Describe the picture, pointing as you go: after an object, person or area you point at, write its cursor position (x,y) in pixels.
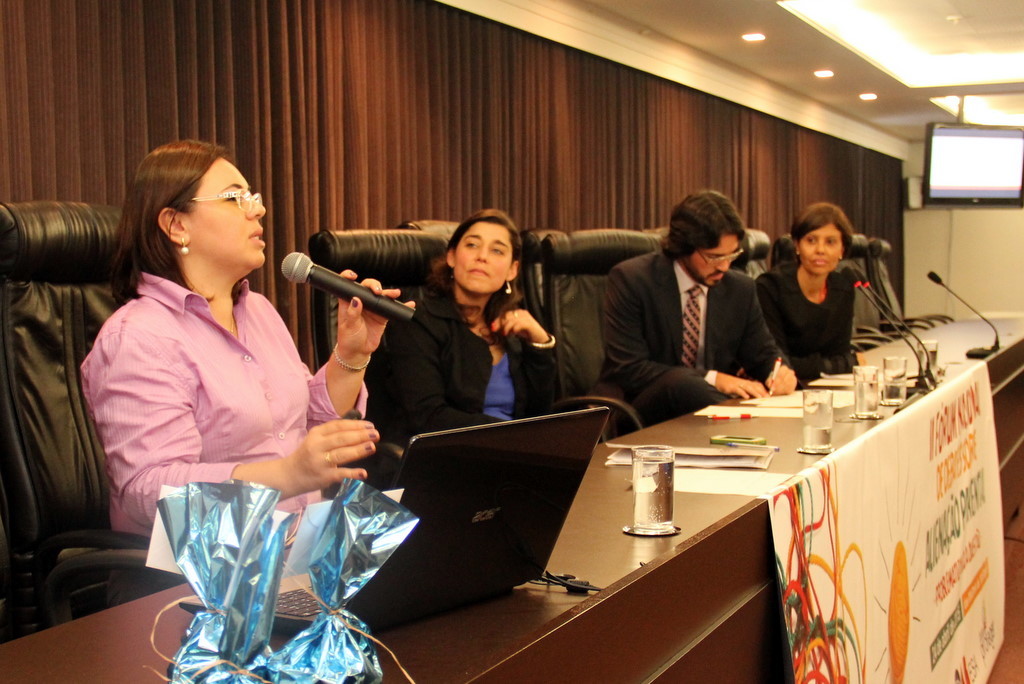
In this image we can see people (530,392) sitting. The lady (363,429) sitting on the left (213,394) is holding a mic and there is a table (503,602) we can see gifts (342,683), laptop (495,583), glasses (641,517), papers (731,458), mobile (754,440), mics (926,376) and a board (834,619) placed on the table (702,505). In the background (742,165) there are curtains (358,145). On the right (966,174) we can see a screen (960,202). At the top (919,66) there are lights (900,43).
